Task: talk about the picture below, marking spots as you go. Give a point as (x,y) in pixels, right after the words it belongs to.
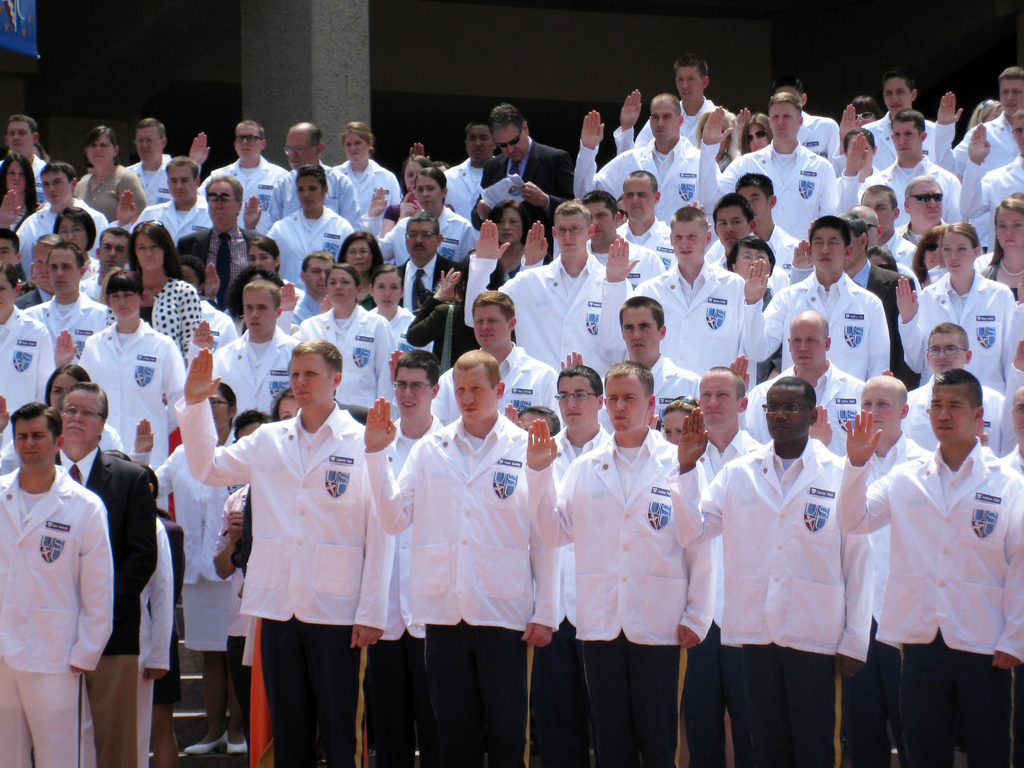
In this picture there are group of people (317,340) standing. At the back (378,66) there is a building (419,48). At the bottom (183,742) there is a staircase (198,695). There are group of people (627,517) in white shirts (643,531).
